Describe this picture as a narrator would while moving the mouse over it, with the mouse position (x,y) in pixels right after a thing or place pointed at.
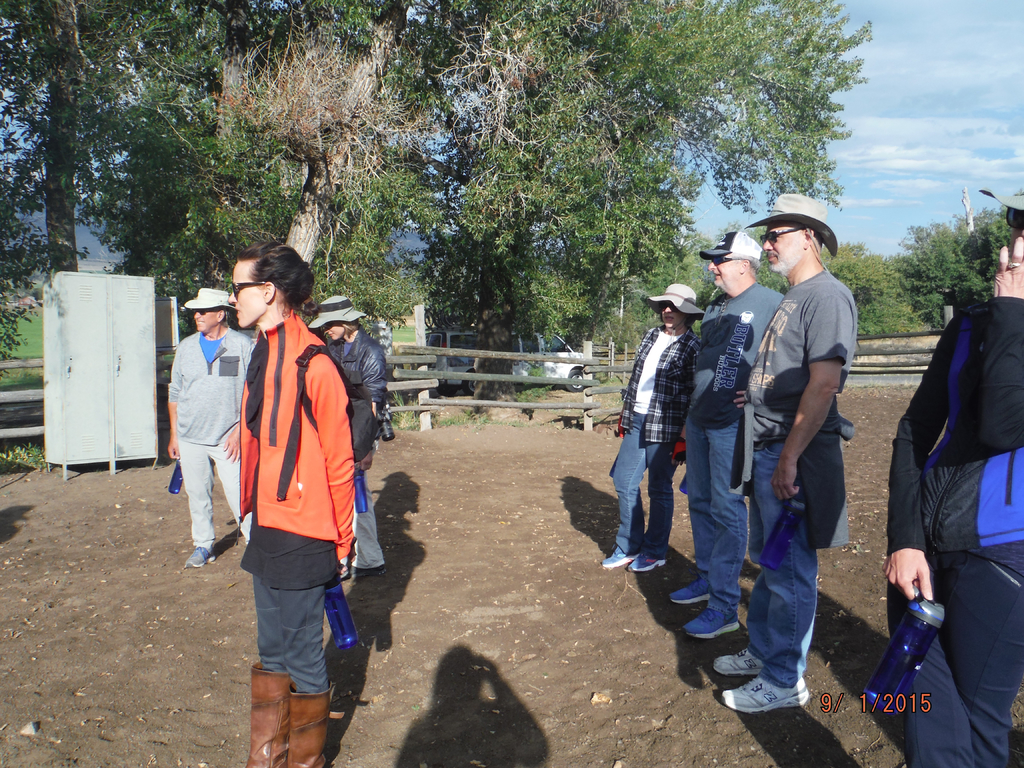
This picture is taken outside. Towards the left (323,499), there are three people (333,385). Towards the right (914,422), there are four people (985,734). All of them are wearing caps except the woman (255,721) in orange jacket (285,442). In the background (535,373), there is a fence (418,345), car (470,346), trees (602,236) and a sky (883,196).
